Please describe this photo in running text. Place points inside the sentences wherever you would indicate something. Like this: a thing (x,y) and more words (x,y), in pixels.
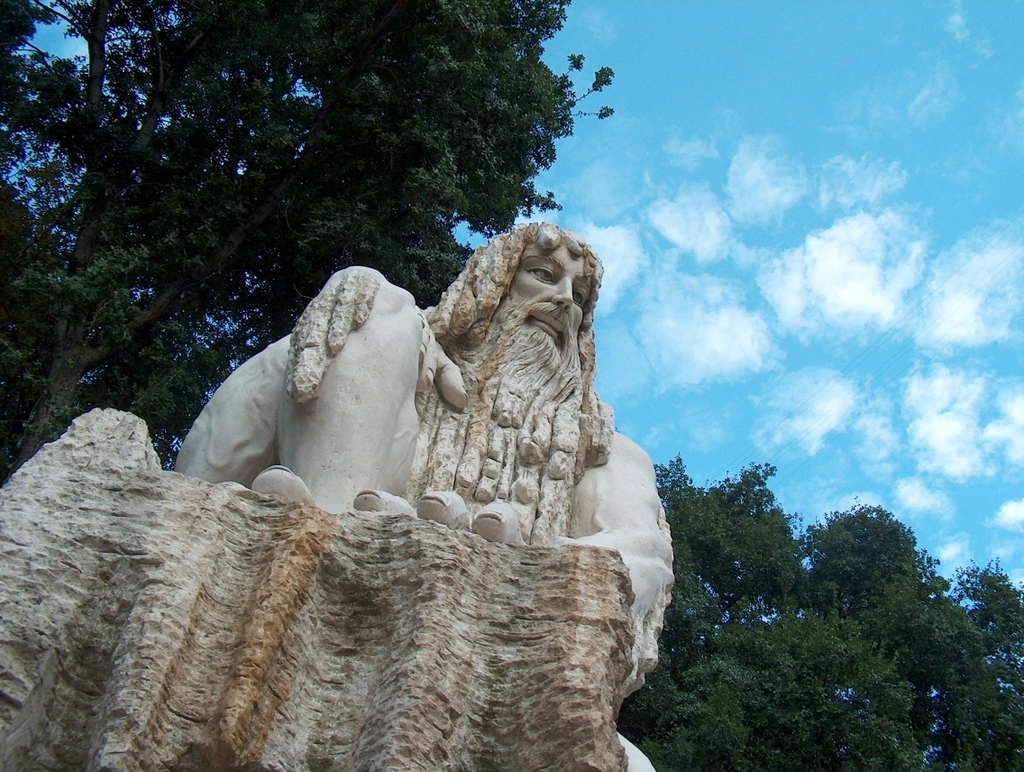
In this image, I can see a statue (433,465) of a person (442,471) on a rock (270,643). In the background (247,145) there are trees (855,615) and the sky (732,228).
